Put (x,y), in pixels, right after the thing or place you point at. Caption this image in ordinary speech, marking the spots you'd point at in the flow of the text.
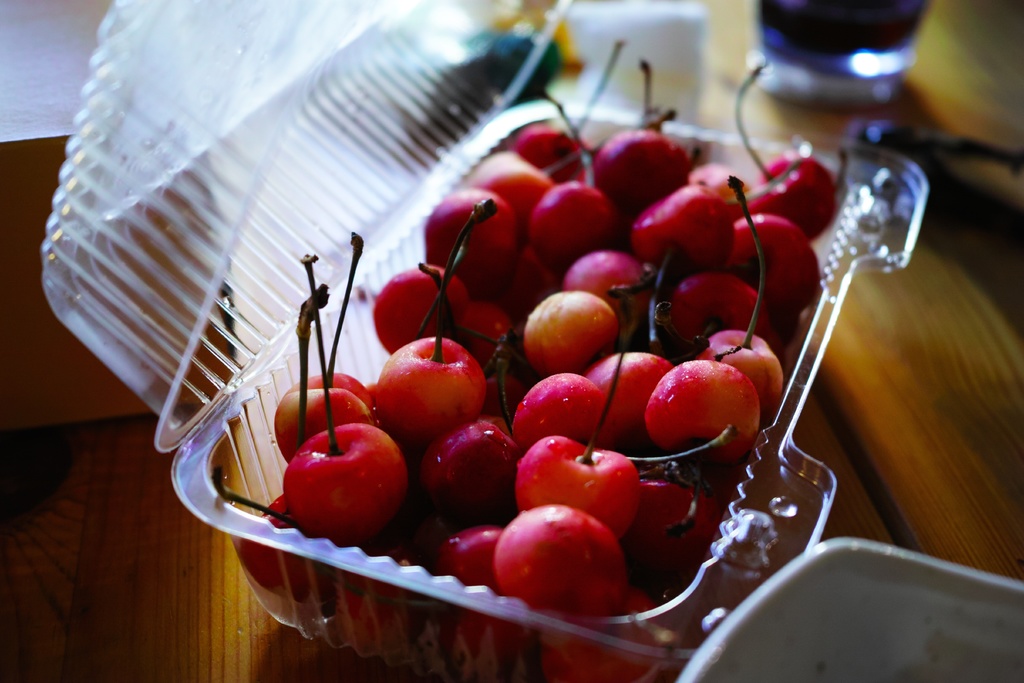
In this picture, we see a table (184,542) on which bowl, a plastic box (243,199) containing cherries (548,381), a glass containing liquid (837,36) and pastry box (77,414) are placed.
